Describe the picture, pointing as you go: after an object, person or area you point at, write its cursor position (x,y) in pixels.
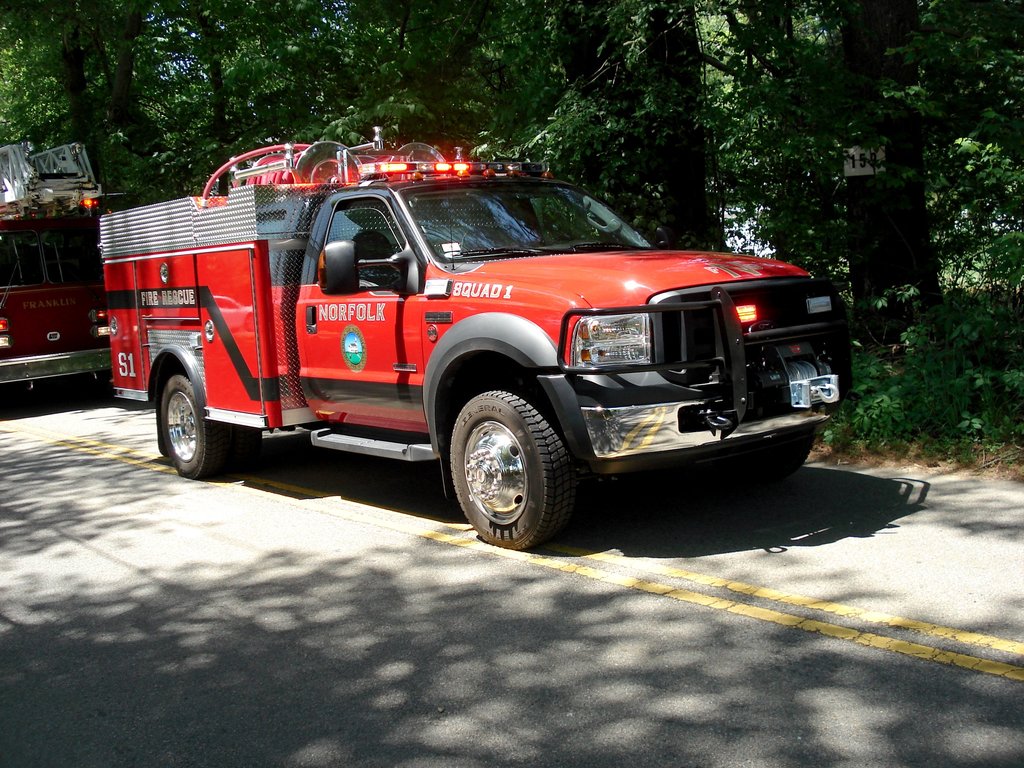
Here I can see two vehicles (206,355) on the road (199,616). This vehicle (365,329) is facing towards the right side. In the background (583,118) there are many trees (218,63).
